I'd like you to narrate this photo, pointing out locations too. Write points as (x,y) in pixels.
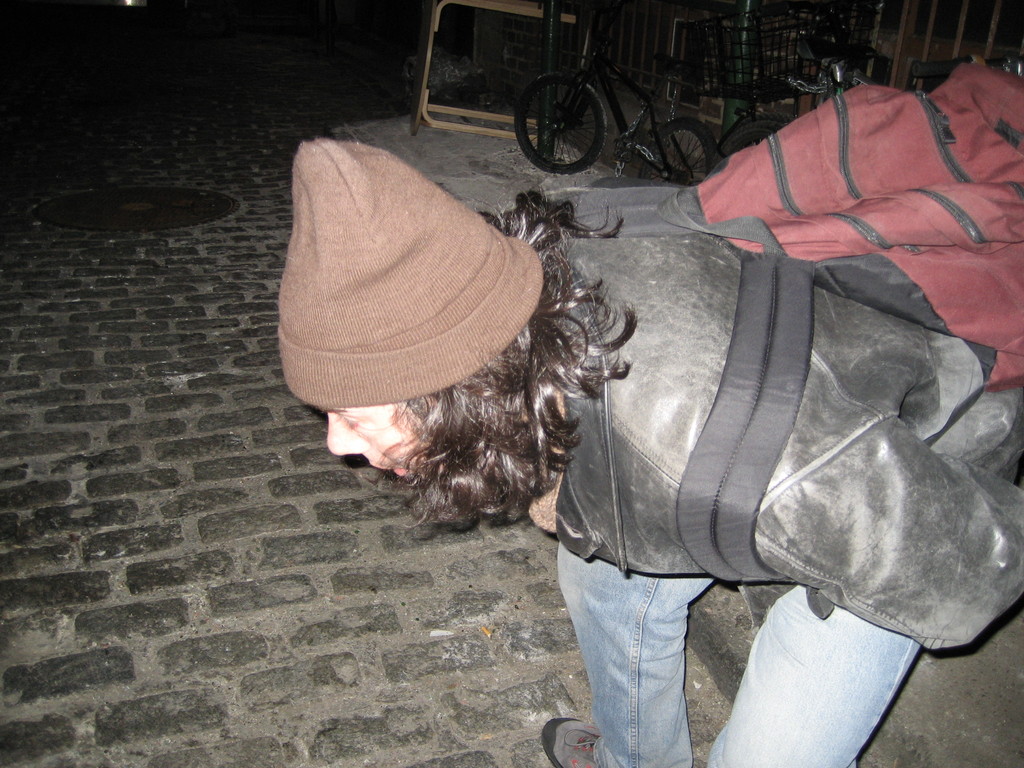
In this image we can see a person (563,517) who is bending and carrying his backpack (928,202). He wear a cap (443,355) and he has long hair (470,461). And also he wore shoe (563,737). Here we can see a bicycle (588,98).
